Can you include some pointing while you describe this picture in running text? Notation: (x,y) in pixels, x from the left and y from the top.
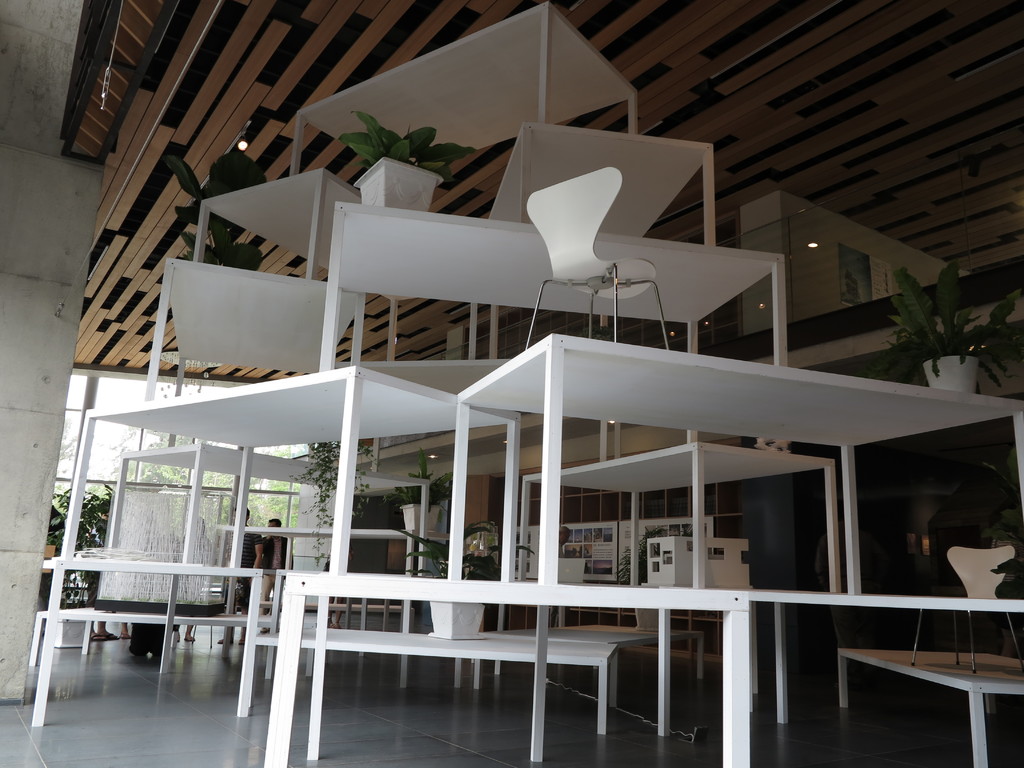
In this image there are tables (633,578) placed one above the other and there are chairs (614,272), in the background there are people (280,556) and plants (426,545), in the top (506,6) there is a wooden ceiling (817,141).
